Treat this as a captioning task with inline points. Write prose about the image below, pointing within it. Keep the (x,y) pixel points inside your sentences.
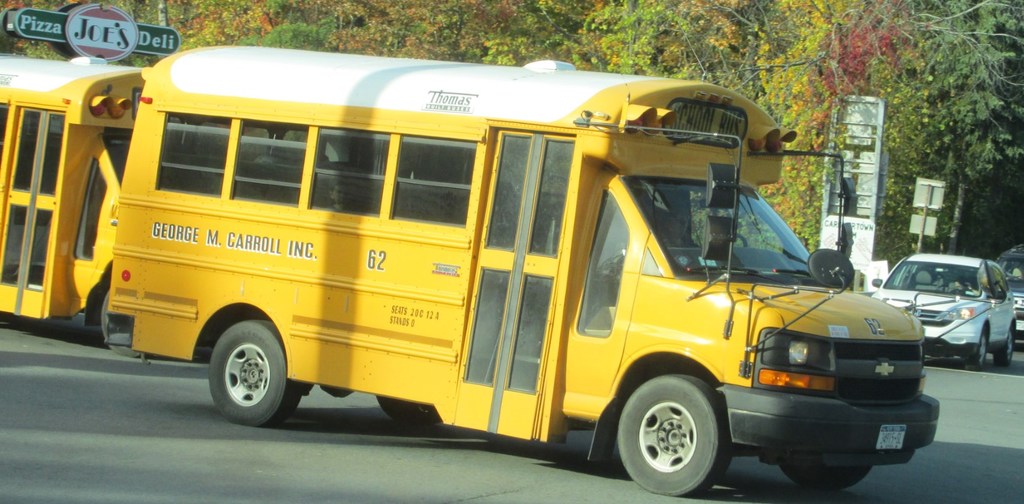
There are many trees (815,42) in the image, A yellow color school bus (571,214) is moving on the road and two cars (991,298) are also moving, there is a sign board (923,209) in the image.
